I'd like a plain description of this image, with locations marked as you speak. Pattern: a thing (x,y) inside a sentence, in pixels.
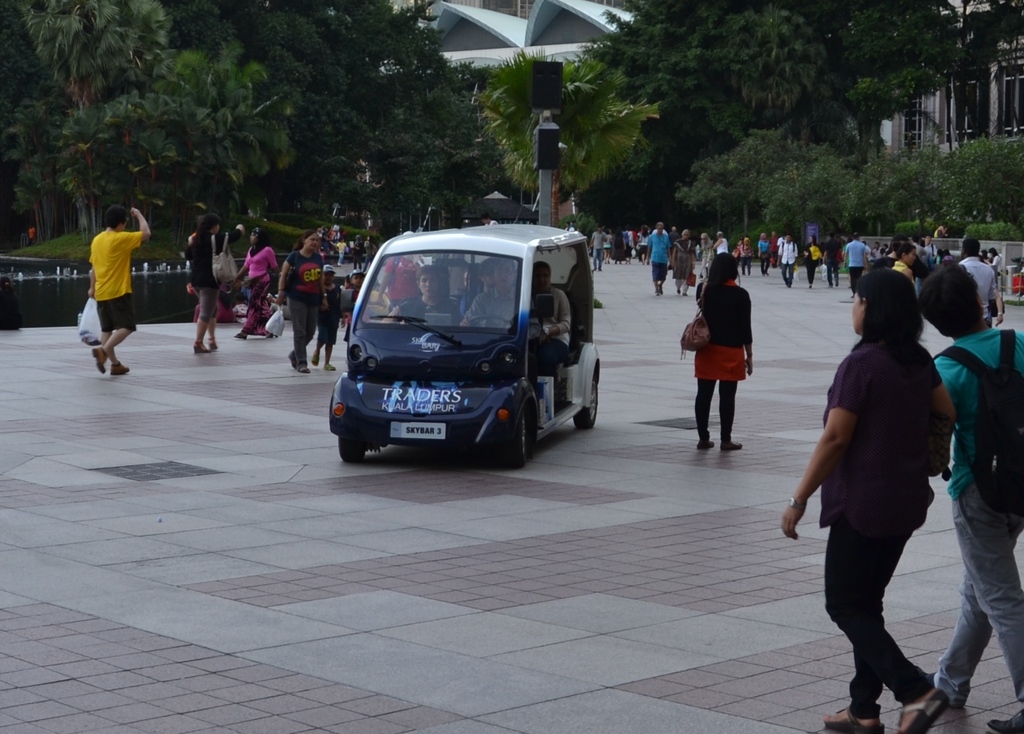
In this image, we can see so many peoples (895,449). Few are sat inside the vehicle (495,330). Few are holding bags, covers (97,330), backpacks (996,409). Here there is a speaker (542,134), pillar (545,182). The background (238,111), There are so many trees (456,103). Here there is a building (939,106). Here we can see platform (372,651).
